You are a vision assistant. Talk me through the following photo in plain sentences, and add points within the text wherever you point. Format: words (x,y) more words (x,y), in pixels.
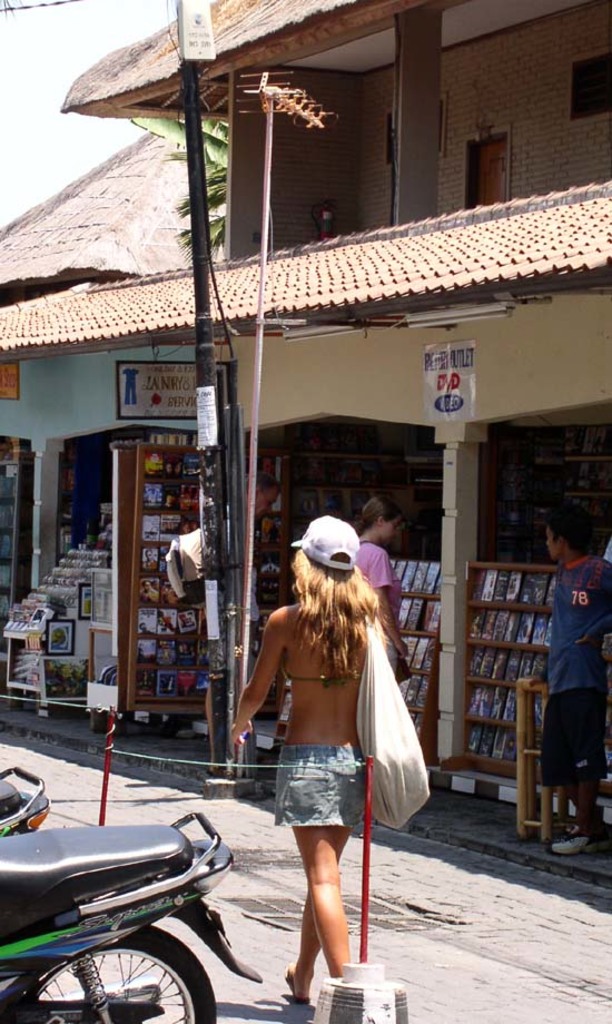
In this image we can see a house (271,420) with roof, pillars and boards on wall (261,425). We can also see some books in the racks (264,613) which are placed under the roof (274,302) and some people (386,647) standing beside them. On the left side (11,934) we can see some motorbikes (123,1007) parked aside, a pole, a rope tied to the sticks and a woman (303,949) wearing a bag (384,743) walking on the pathway (389,882). On the backside (170,124) we can see a tree (182,125) and the sky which looks cloudy.
